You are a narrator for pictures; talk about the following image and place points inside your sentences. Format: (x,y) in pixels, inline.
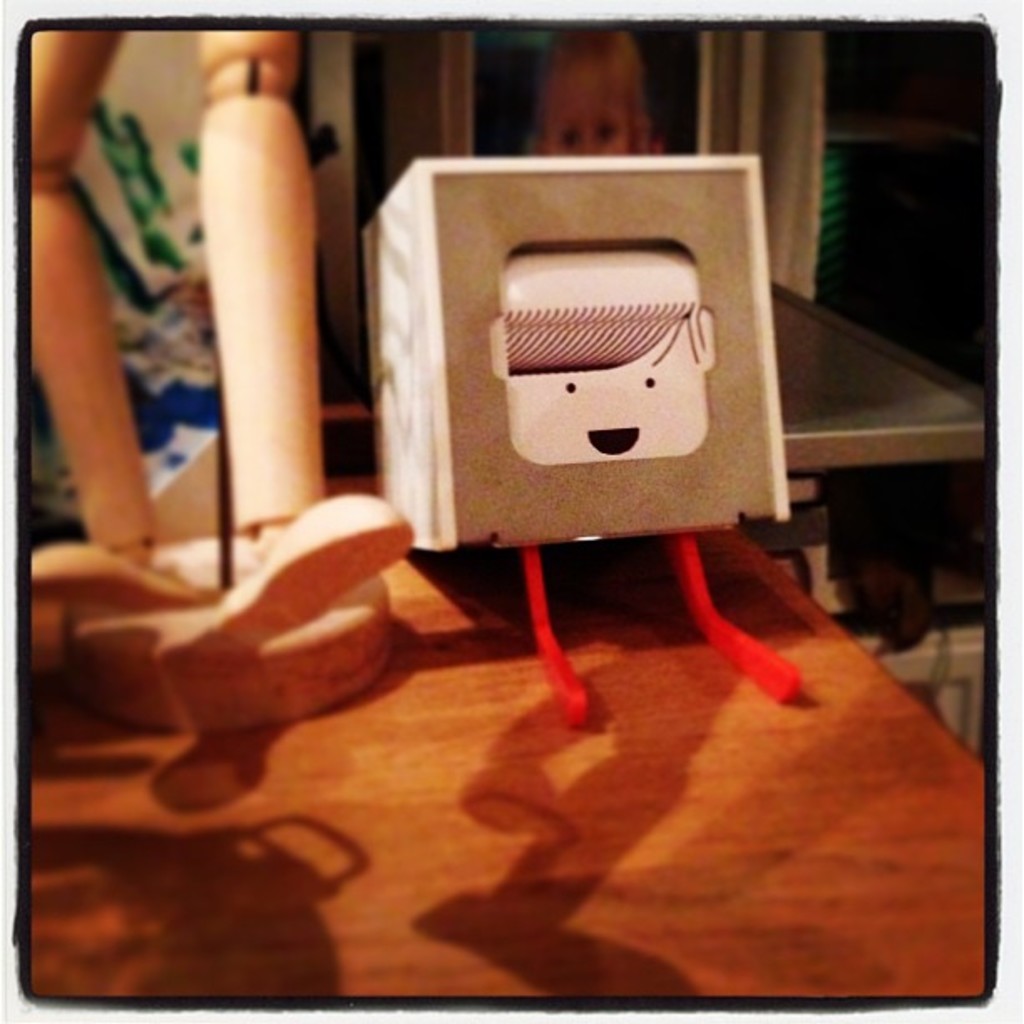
In the picture I can see toys (288,566) and some other objects (231,617) on a wooden table (512,760). In the background (584,125) I can see a photo (591,121) of a person (613,108) on an object (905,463).
